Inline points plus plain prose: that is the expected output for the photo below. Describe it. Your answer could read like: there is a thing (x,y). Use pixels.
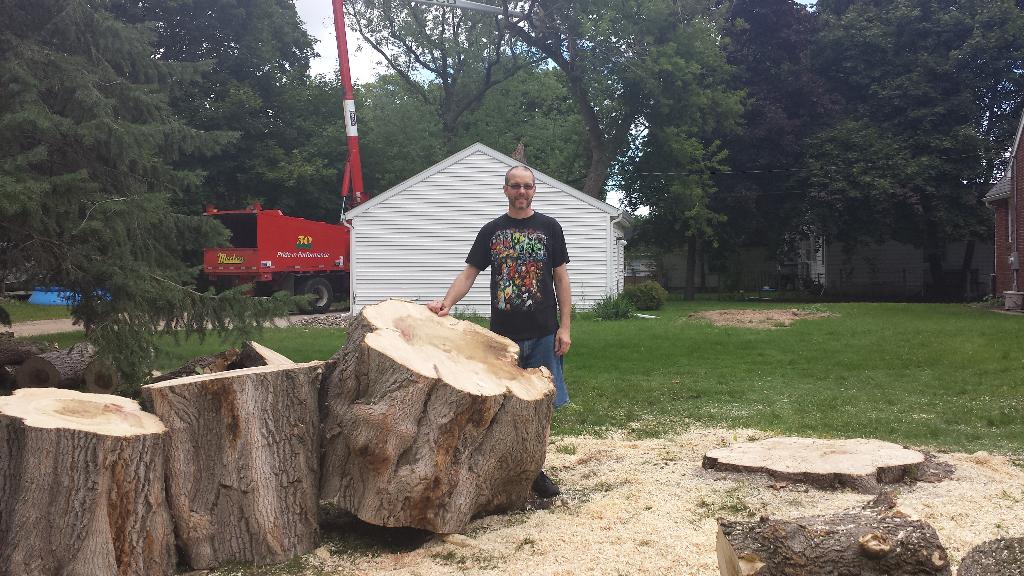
In this picture I can see a person (543,291) standing on the surface (714,427). I can see wooden logs (419,413). I can see the shed (459,238). I can see the vehicle (333,224) in the parking space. I can see green grass (731,350). I can see trees (717,148) in the background (663,162). It is looking like a house (1001,257) on the right side (1008,219).
